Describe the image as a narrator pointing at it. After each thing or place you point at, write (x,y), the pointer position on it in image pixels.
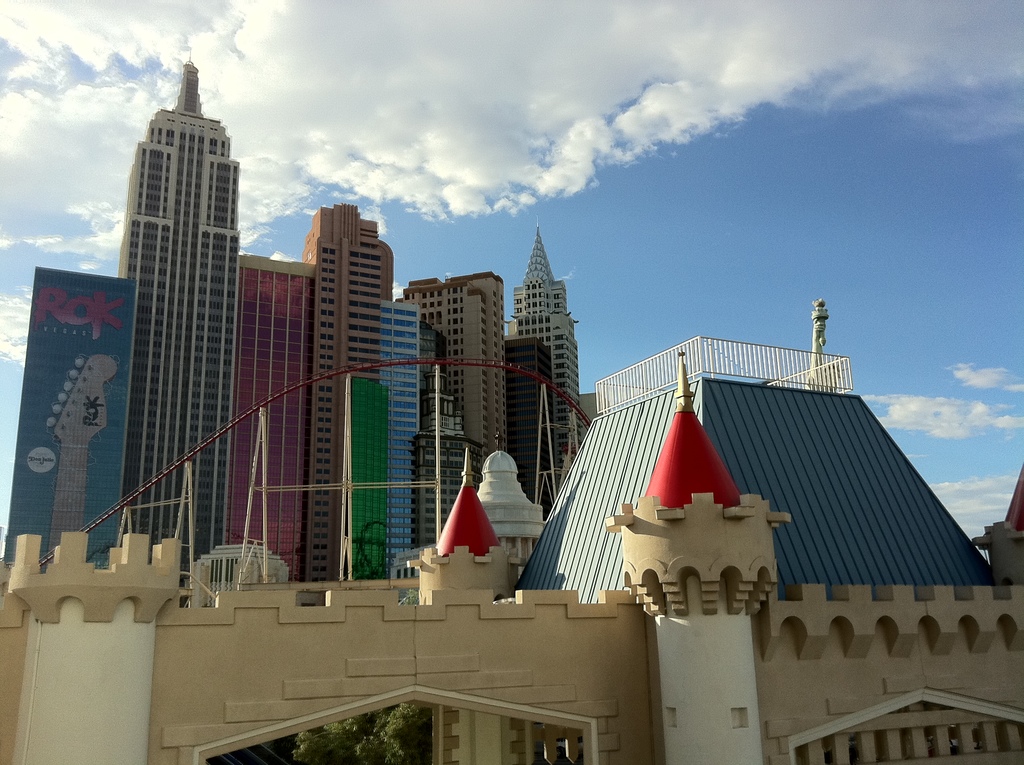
In this picture we can see the clouds (354,37) in the sky (857,141) and it seems like a sunny day. We can see the skyscrapers (277,297). At the bottom portion of the picture (919,698) we can see an arch (588,763) and a tree (389,740).
